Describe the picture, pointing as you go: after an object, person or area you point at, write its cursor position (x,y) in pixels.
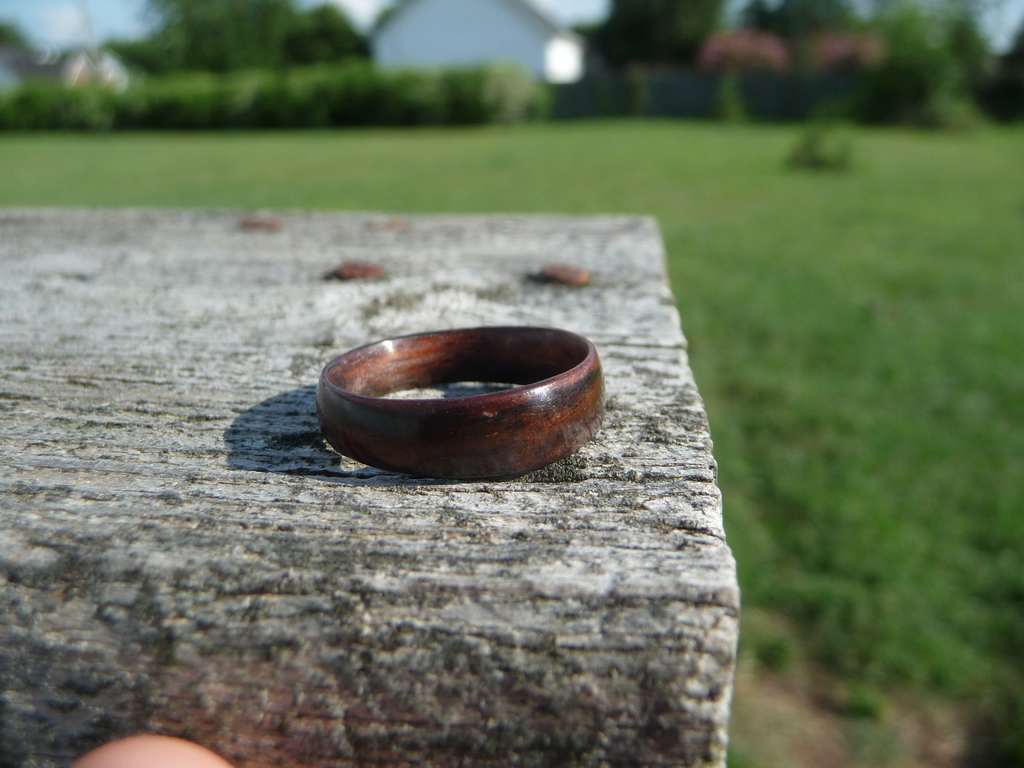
In this image we can see one house (490,44), one object (645,492) looks like rock (604,474) on the left side of the image (161,479), one bangle (473,430) on the rock (401,255), few objects (358,274) on the rock (314,222), one object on the bottom left side of the image (234,765), some trees (768,62) and grass (911,496) on the ground (851,194). At the top (51,4) there is the sky (567,16) and the image is blurred.
